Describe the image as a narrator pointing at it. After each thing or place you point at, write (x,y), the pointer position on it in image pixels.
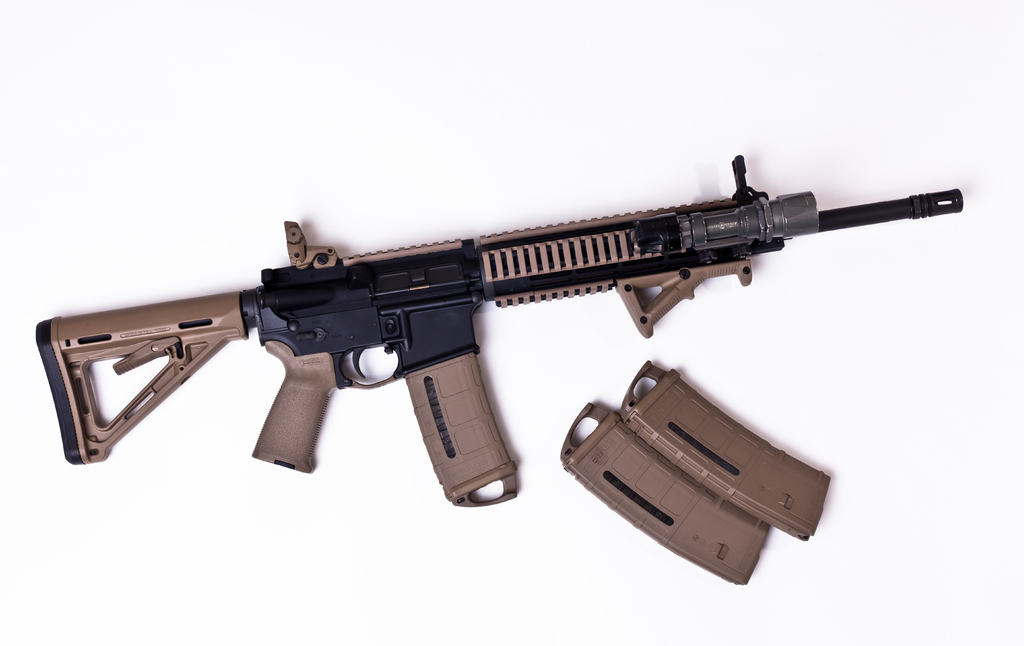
In the picture we can see a gun (504,478) and beside it we can see two magazines (665,510).
